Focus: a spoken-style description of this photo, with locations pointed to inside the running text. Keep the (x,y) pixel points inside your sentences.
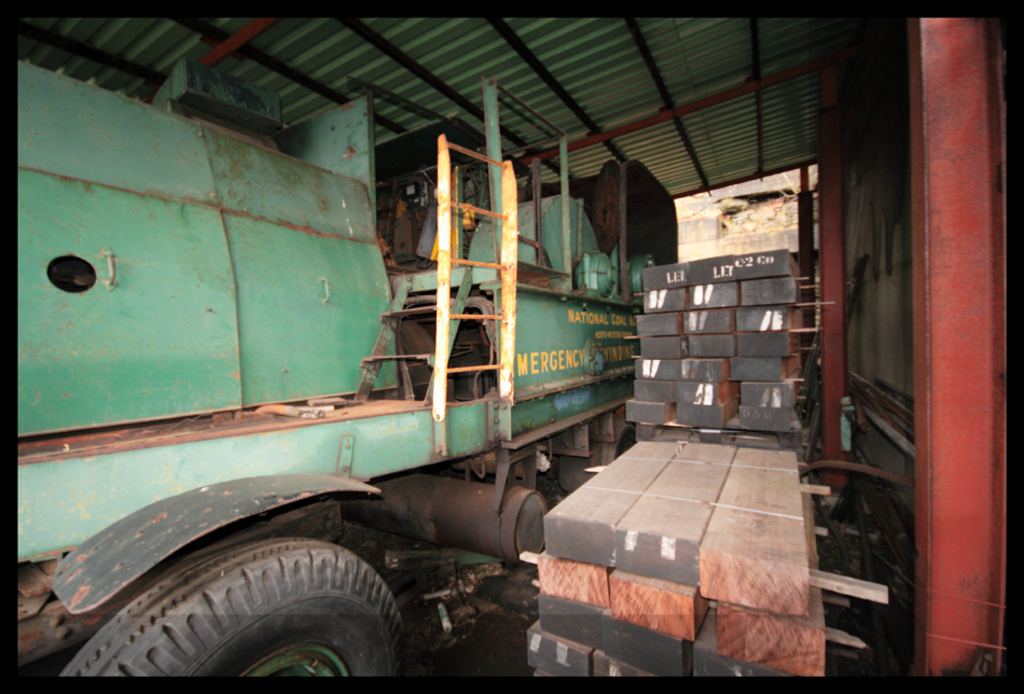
In this picture, we see a vehicle (455,310) in green color. Beside that, we see the wooden blocks (748,478) and sticks (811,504). On the right side (862,336), we see a wall (895,279) and the poles (941,549). At the top (460,87), we see the roof (701,86) of the shed (426,69). In the background (701,238), we see a wall (744,245).
